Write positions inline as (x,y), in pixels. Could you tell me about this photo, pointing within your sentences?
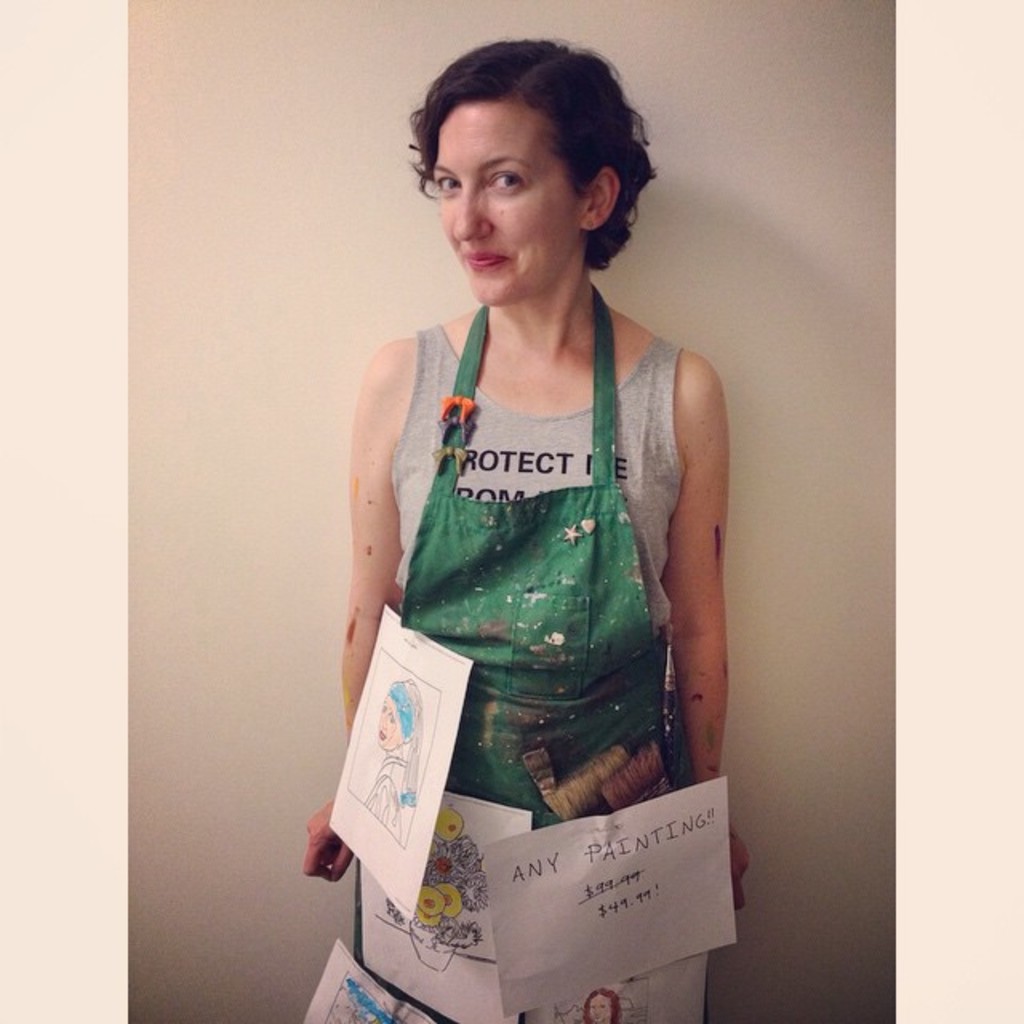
There is a woman (518,185) in gray color t-shirt (430,413) having different posters (509,812) on her cloth (460,740), smiling and standing. In the background (224,177), there is a white wall (811,122).
